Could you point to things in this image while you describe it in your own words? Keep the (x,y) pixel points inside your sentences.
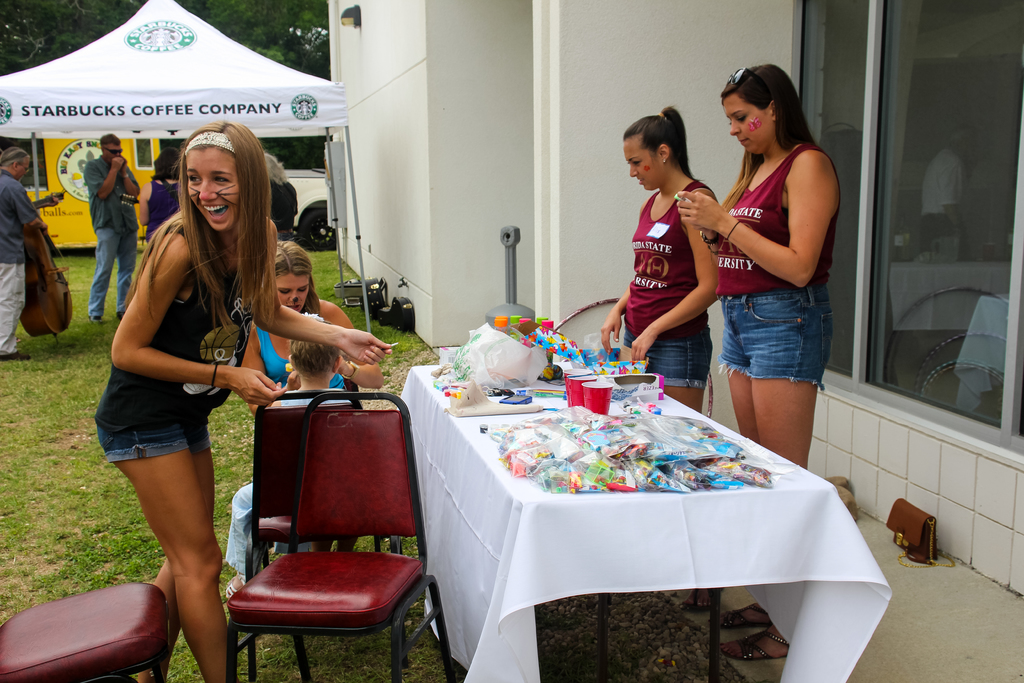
There are group of persons (306,327) who are standing at the right side of the image (819,275) there are two persons (630,297) wearing similar dress (659,366) standing and at the top of the table (505,476) there are some items (536,459).
